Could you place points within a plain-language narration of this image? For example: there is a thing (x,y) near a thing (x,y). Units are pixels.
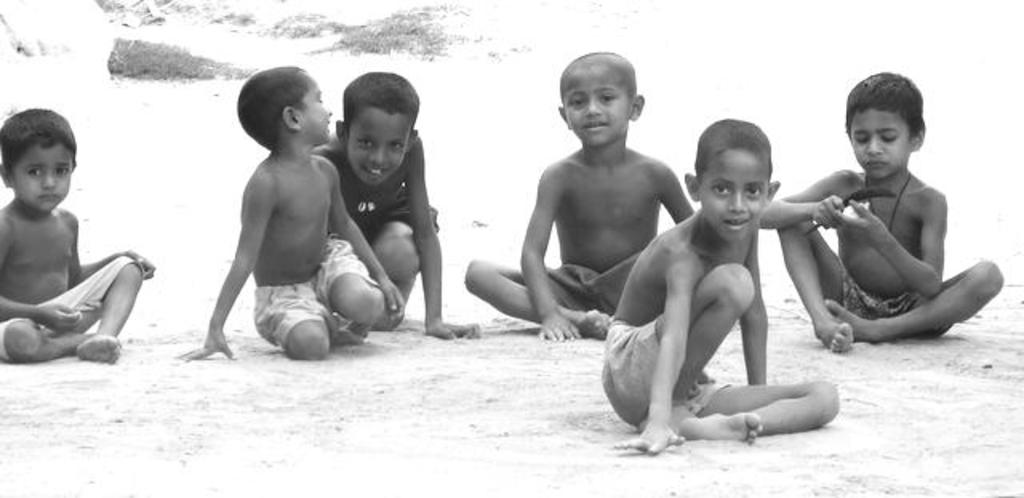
In this image there are group of boys (534,211) sitting, there is a boy (877,219) holding an object (877,191), in this image there is an object (188,63) that looks like the plants (399,37), the background of the image (607,28) is white in color.
